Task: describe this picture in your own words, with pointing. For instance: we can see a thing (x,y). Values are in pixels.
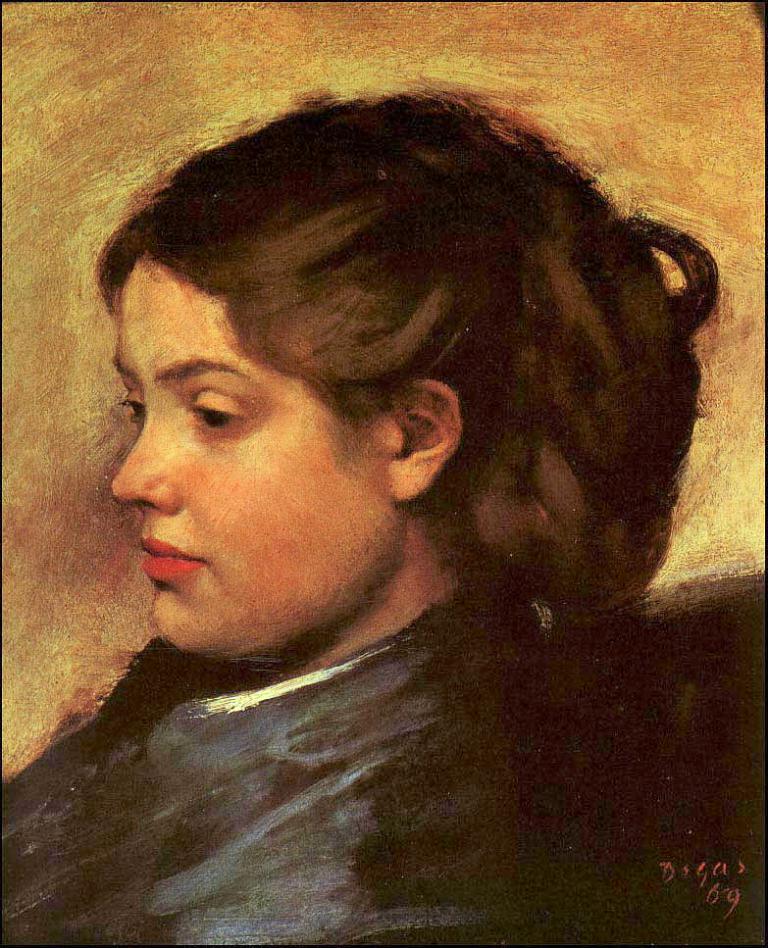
In this image we can see the painting (362,545) of a woman (377,510).
